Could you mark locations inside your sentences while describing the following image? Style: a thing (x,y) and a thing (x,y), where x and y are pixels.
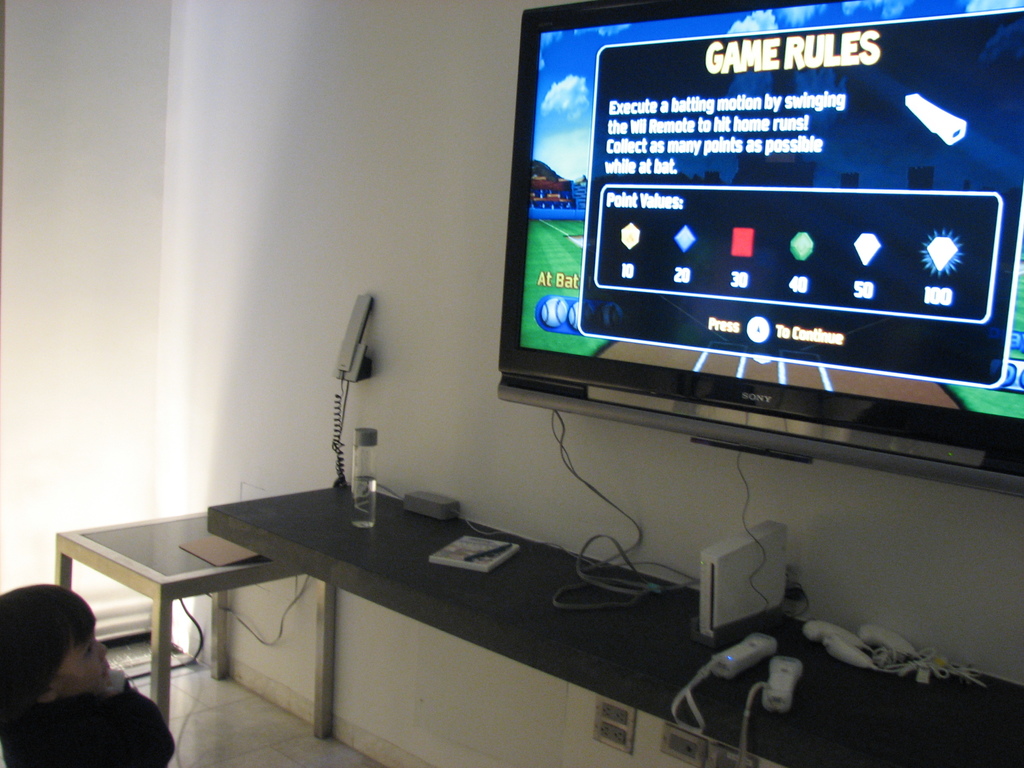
In this image, we can see a television (602,314) on the wall (484,27), we can see a telephone (354,369) on the wall (383,390), on the left side (134,705) bottom, we can see a kid (54,708), we can see the wall (395,234).
